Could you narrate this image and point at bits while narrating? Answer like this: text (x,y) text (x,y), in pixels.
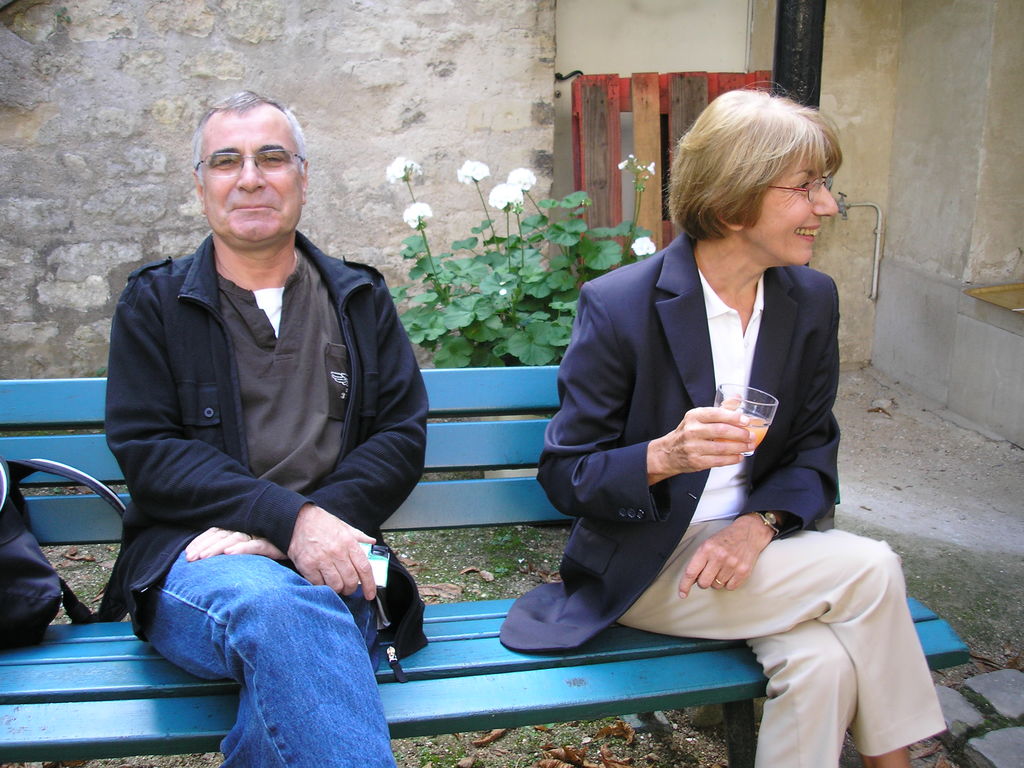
In this image, there are two persons (686,368) wearing clothes (660,372) and sitting on the bench (425,499) in front of the wall (360,221). There is a plant (478,240) in the middle of the image (510,289). There is a bag (5,504) on the left side of the image (22,497).
